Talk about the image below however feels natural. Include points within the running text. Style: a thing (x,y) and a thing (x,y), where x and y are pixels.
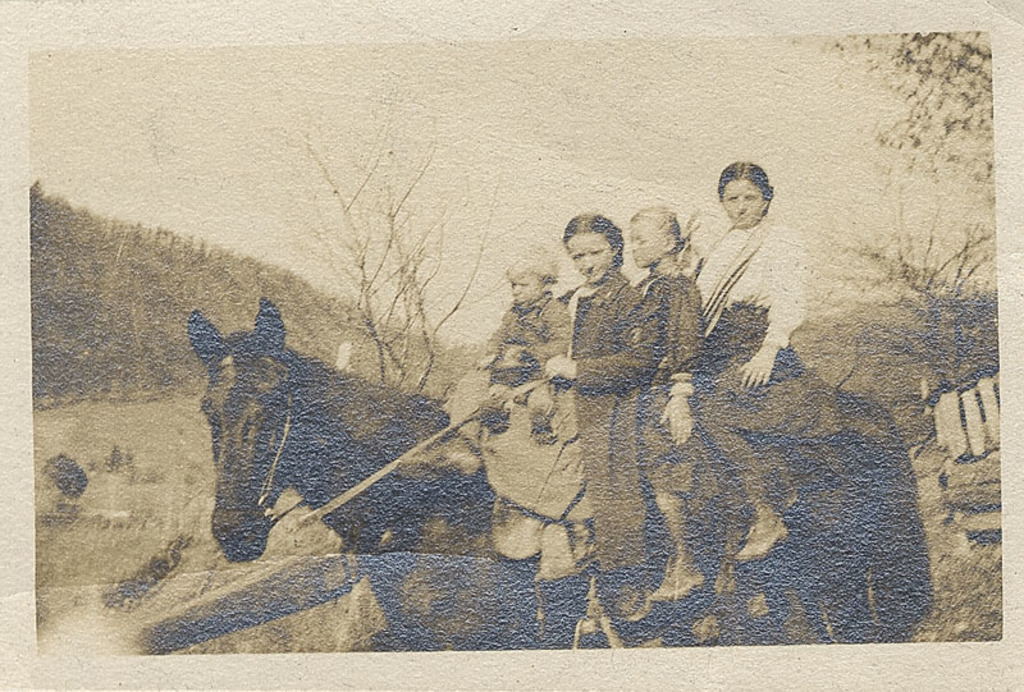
In the picture we can see an old white and black photography of a horse (864,416) on it, we can see two women (766,539) and two children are sitting and a girl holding the belt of the horse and behind it, we can see a dried plant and in the background (182,291) also we can see some trees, hills (221,291) and sky (516,183) behind it.
